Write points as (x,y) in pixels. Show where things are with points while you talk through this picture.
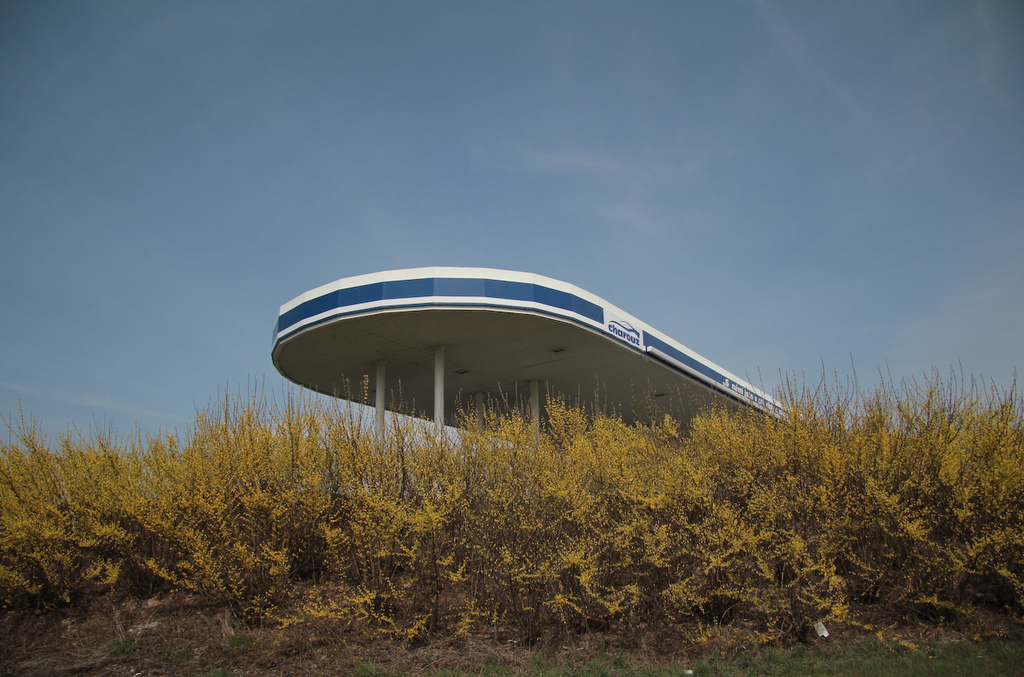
In this image we can see plants (515,519), there is the pole (533,397), at above here is the roof (569,317), at above the sky (550,135) is in blue color.
